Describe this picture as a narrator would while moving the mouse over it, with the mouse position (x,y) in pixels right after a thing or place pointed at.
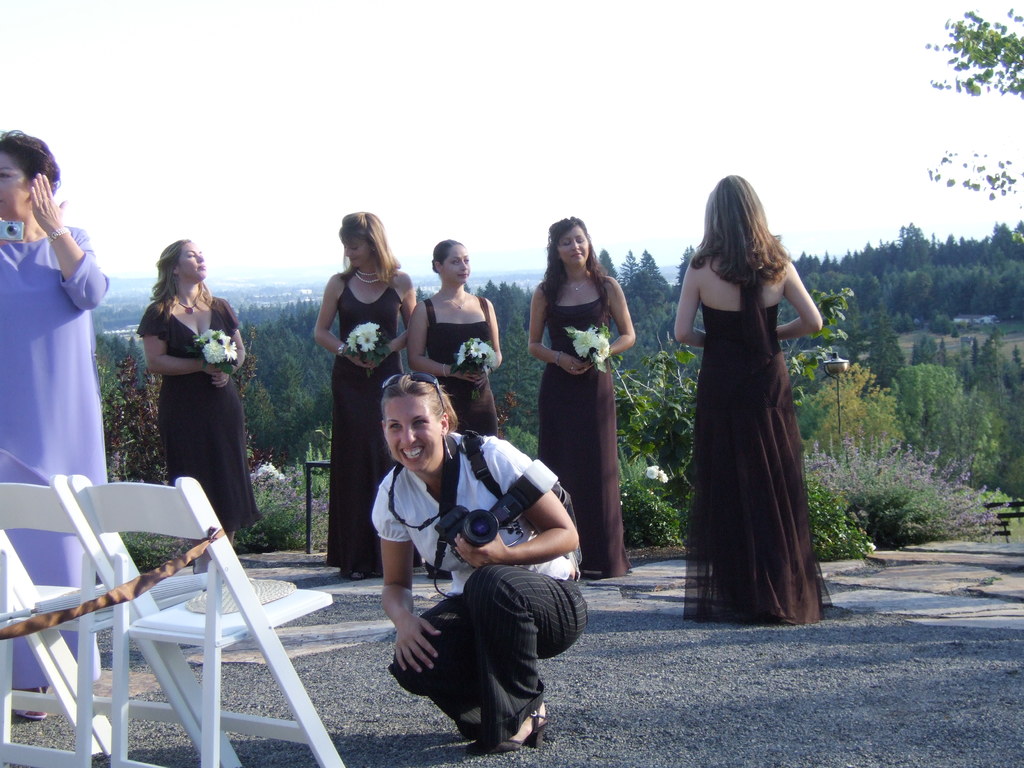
In the center (422,470) we can see one woman (490,499) sitting and holding camera (482,533) and she is smiling. On the left (93,422) there is a woman (61,406) standing and holding camera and they were two chairs (117,582). In the background (477,208) we can see sky (537,152) with clouds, trees (999,250), plants (937,466) and few woman's (177,314) were standing and holding flowers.
